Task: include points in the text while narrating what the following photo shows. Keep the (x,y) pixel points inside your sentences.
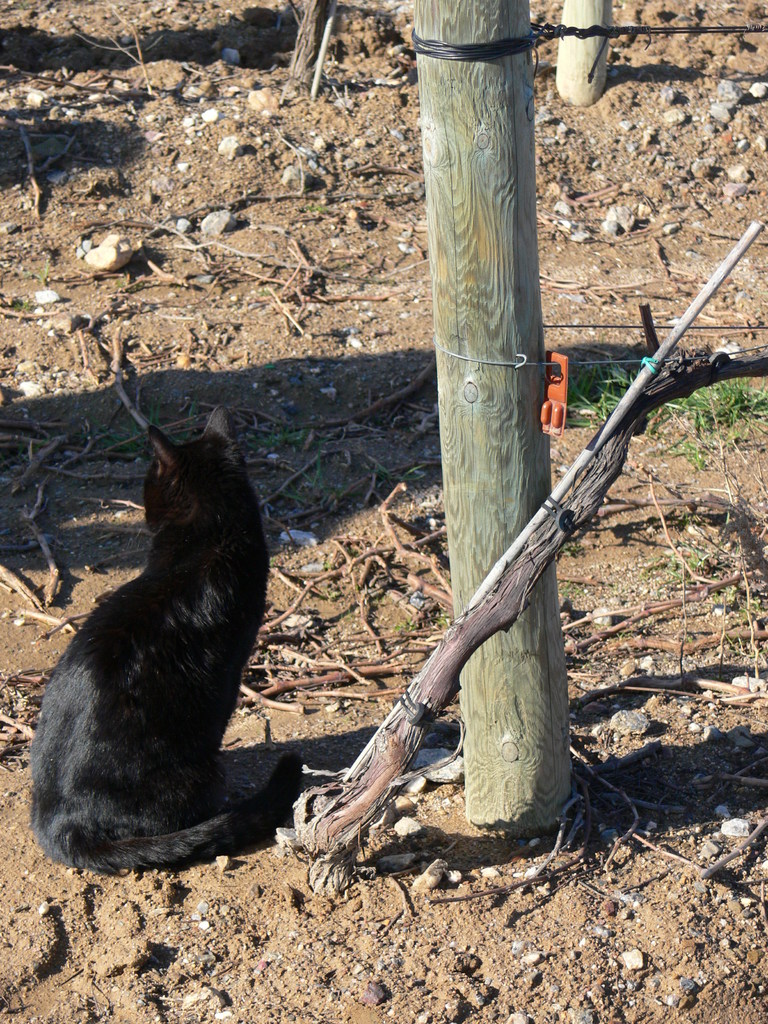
On the left side of the image (148,714) we can see a cat (291,799) is sitting on the ground (569,978). In the background of the image (375,273) we can see the logs (525,419), wires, stones (717,811), twigs (725,579) and sand (409,520).
